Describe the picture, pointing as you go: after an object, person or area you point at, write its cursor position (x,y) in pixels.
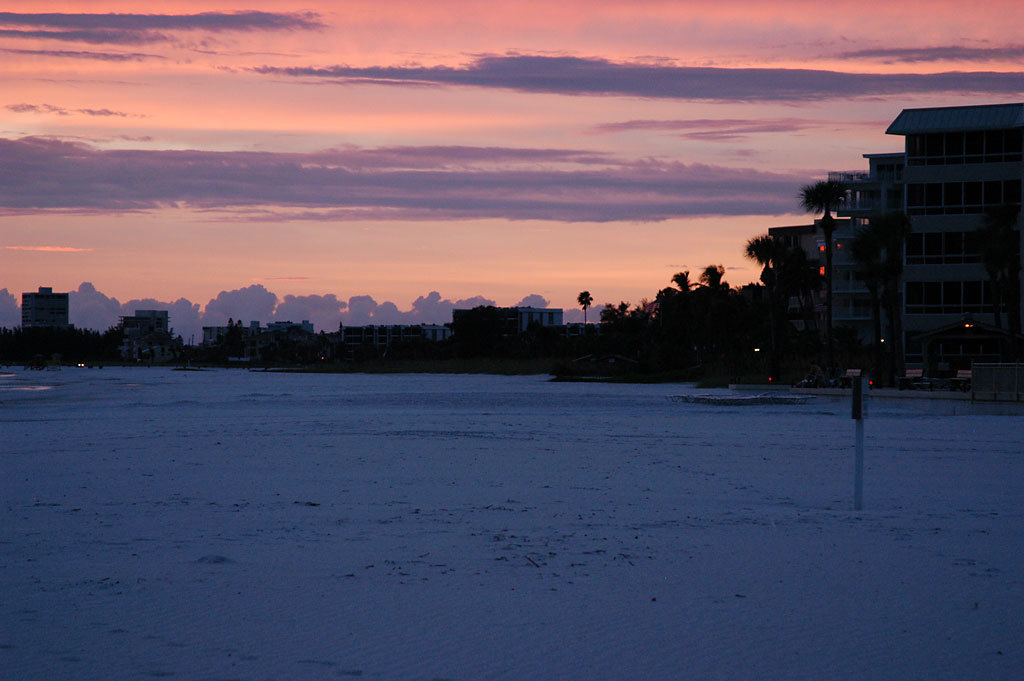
This image is clicked outside. There are buildings (125,324) in the middle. There are trees (747,250) in the middle (655,318). There is sky (159,3) at the top (358,178).
